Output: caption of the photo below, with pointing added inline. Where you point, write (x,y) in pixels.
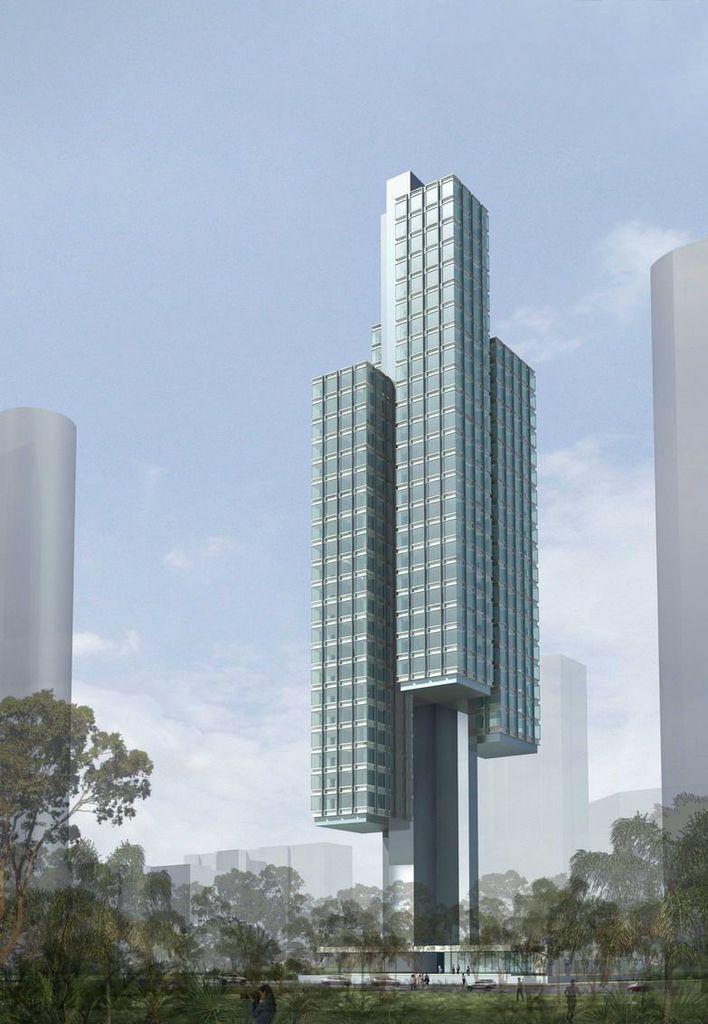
In this image we can see a building (446,721) and there are trees (216,946) and buildings (45,596). At the top of the image (326,78) there is sky (360,86).
